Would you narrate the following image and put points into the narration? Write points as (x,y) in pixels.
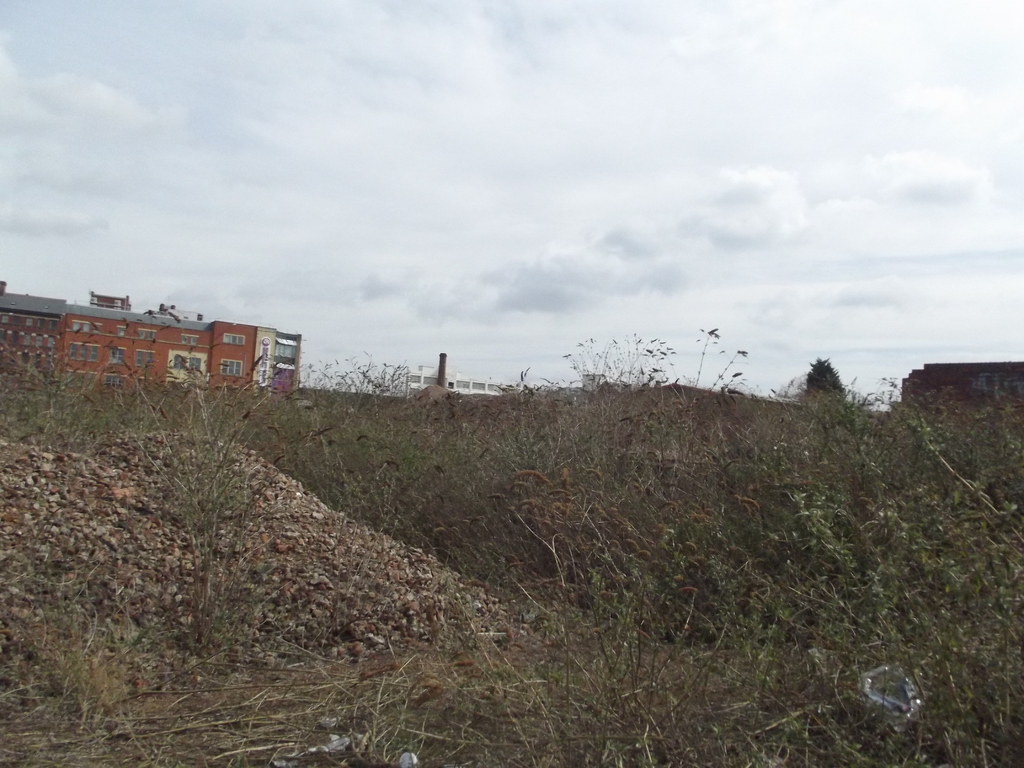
In this picture I can see few buildings (64,330) and a tree (832,372) and few plants (742,615) and a cloudy sky (525,179).
